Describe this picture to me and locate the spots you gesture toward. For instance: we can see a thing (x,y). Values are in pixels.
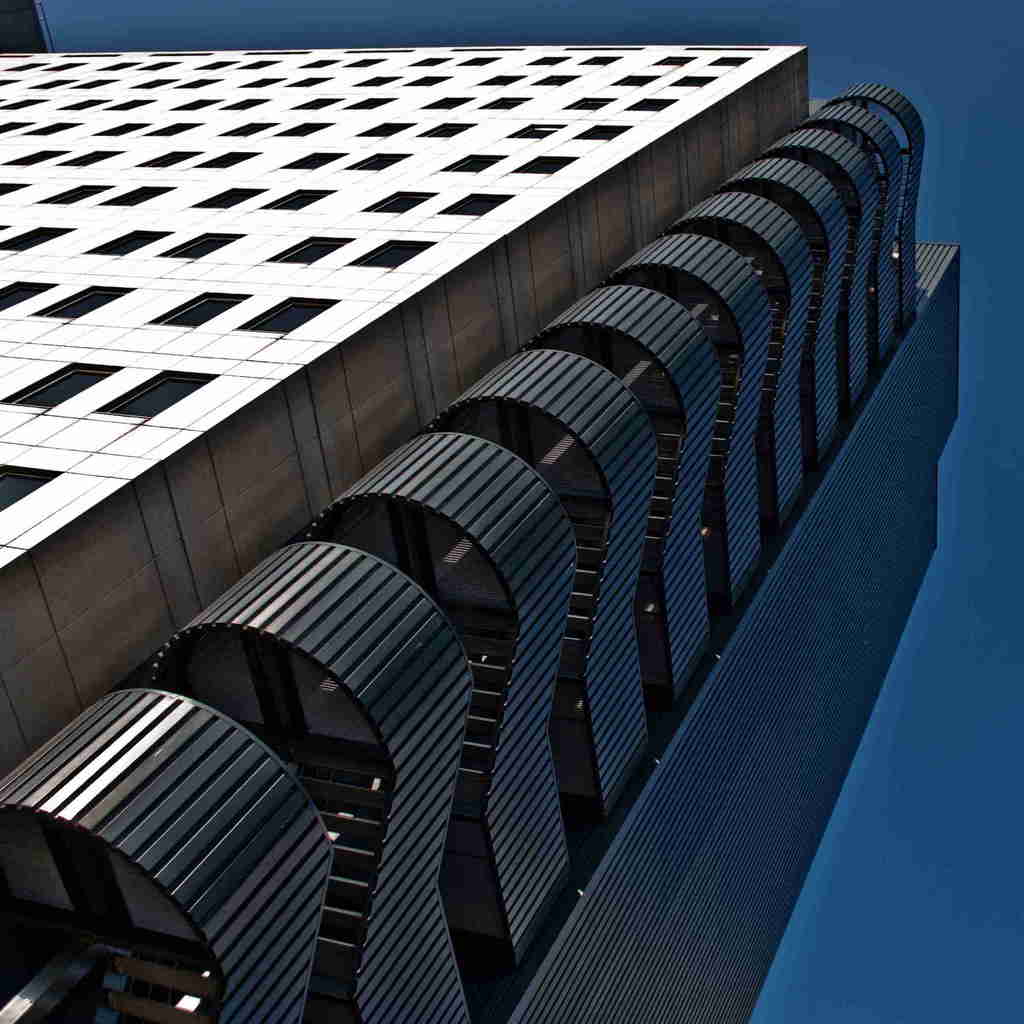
In this picture I can see a building (748,229) in front (135,220) and in the background (549,26) I can see the sky (933,200).
